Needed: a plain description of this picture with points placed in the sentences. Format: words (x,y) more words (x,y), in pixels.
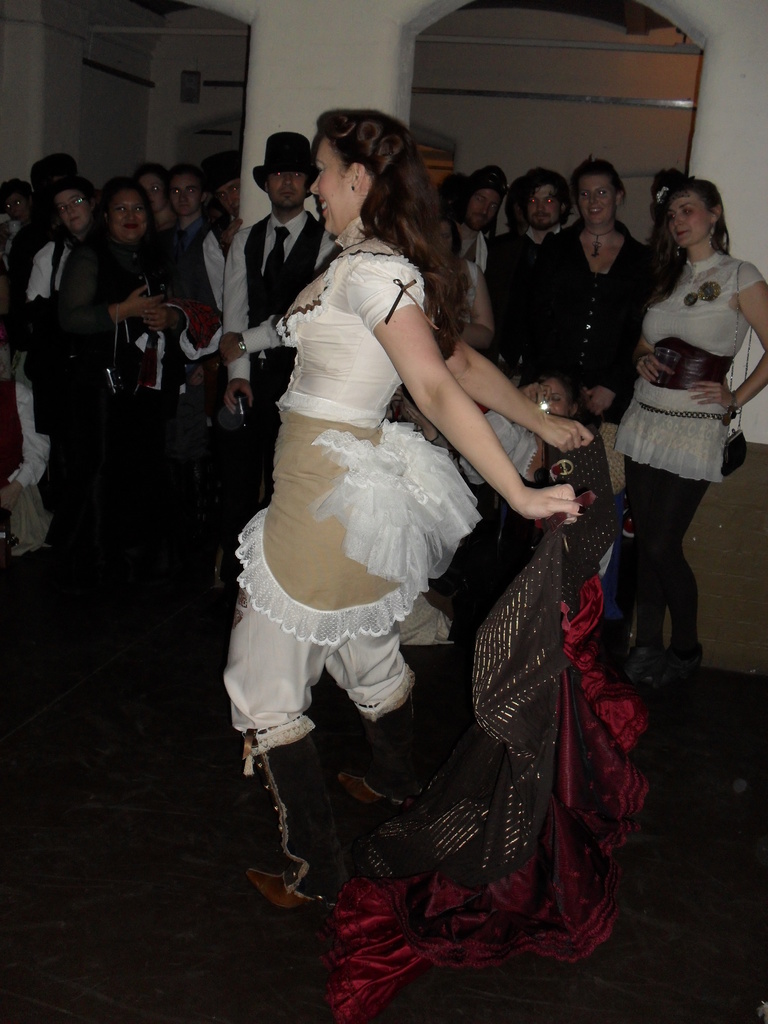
In this image we can see men (209,282) and women (276,433) standing on the floor (349,709) and some are smiling.
